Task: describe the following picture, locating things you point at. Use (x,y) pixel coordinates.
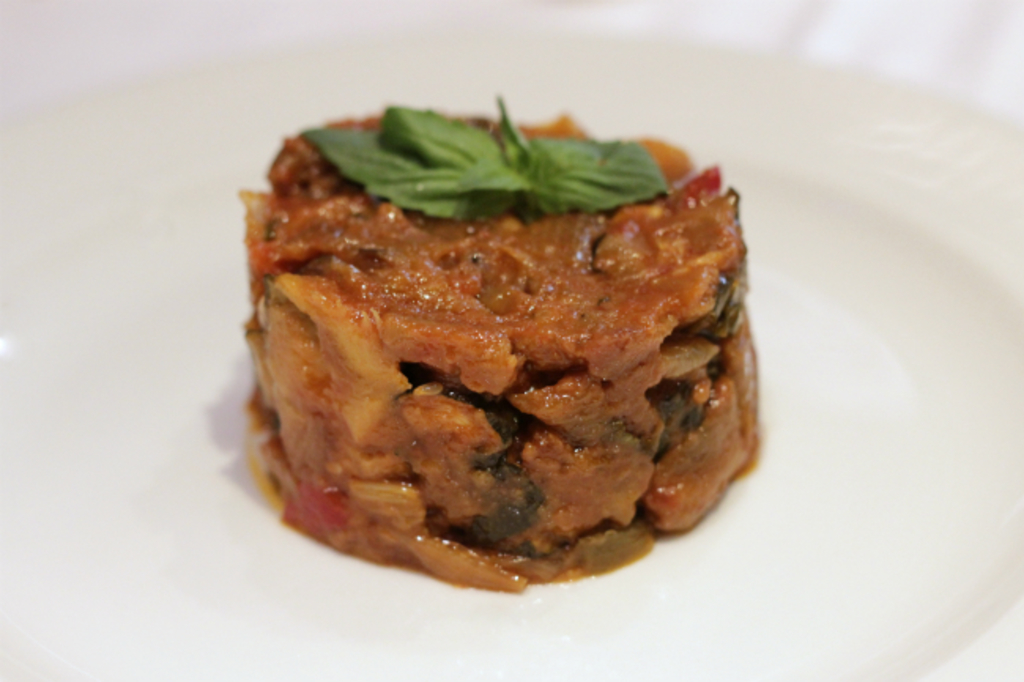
In this picture we can see food (390,252) on the white platform (610,575). In the background of the image (963,31) it is white.
